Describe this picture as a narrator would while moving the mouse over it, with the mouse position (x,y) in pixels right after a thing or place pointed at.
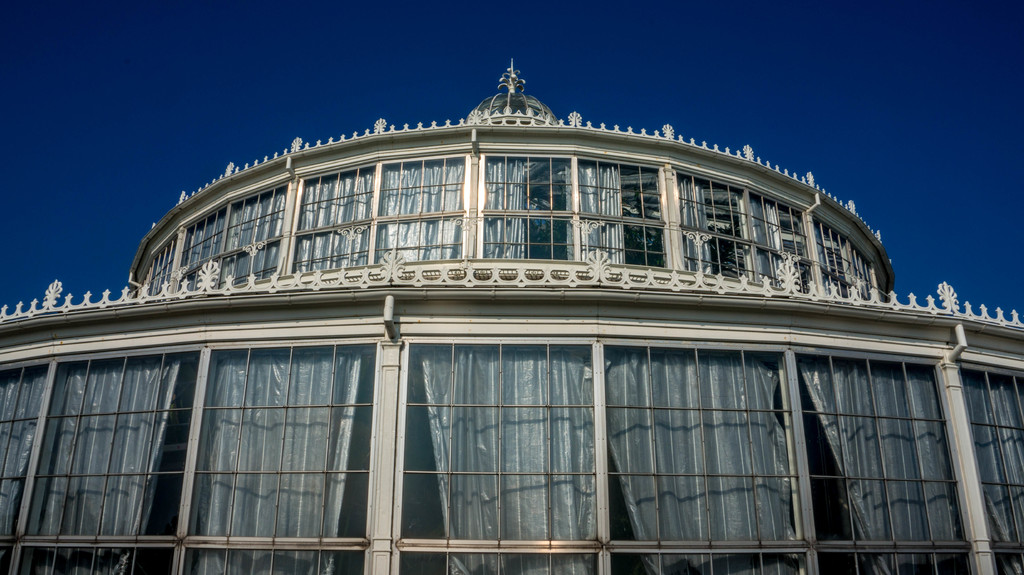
In this image we can see a building (862,321) with group of windows (258,431) and curtains (733,482). In the background (749,52), we can see the sky (86,151).
